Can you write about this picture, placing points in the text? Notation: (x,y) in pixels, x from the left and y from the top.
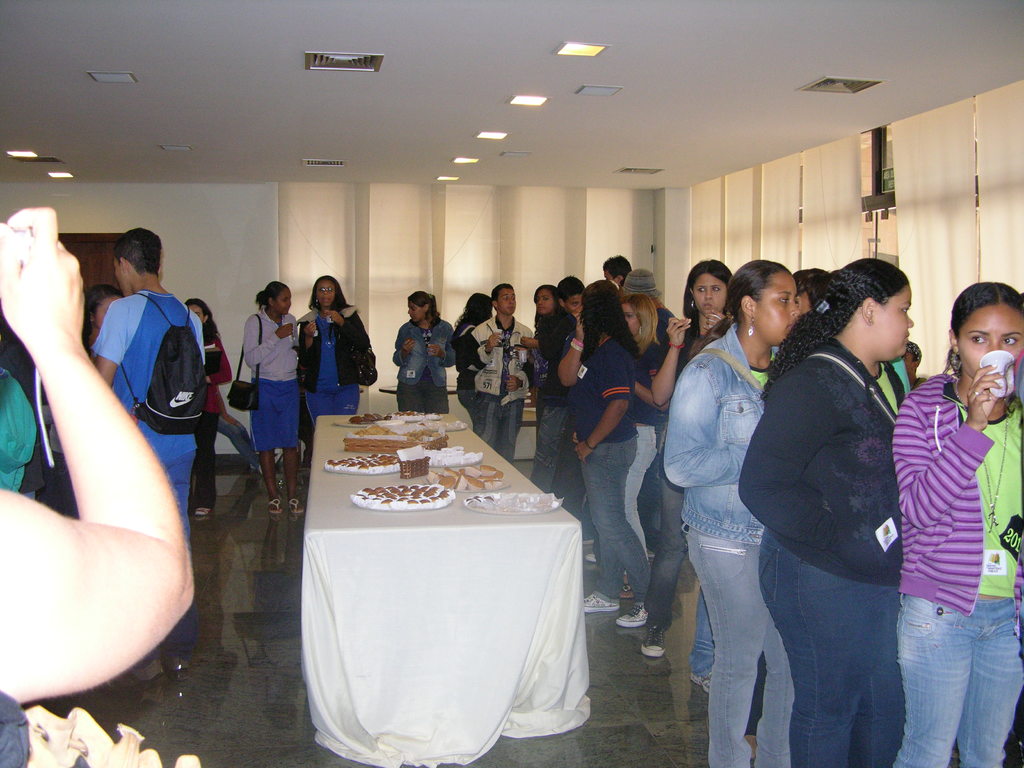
This image is clicked inside the room (138,700), there are many people (1020,614) standing in this image. In the middle (387,510), there is a table (436,588) cover with white cloth (414,575), on which there is food (412,499). In the background (565,225), there are curtains (564,194) and windows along with wall (203,224). At the top (341,101), there is a roof (298,64), along with lights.
